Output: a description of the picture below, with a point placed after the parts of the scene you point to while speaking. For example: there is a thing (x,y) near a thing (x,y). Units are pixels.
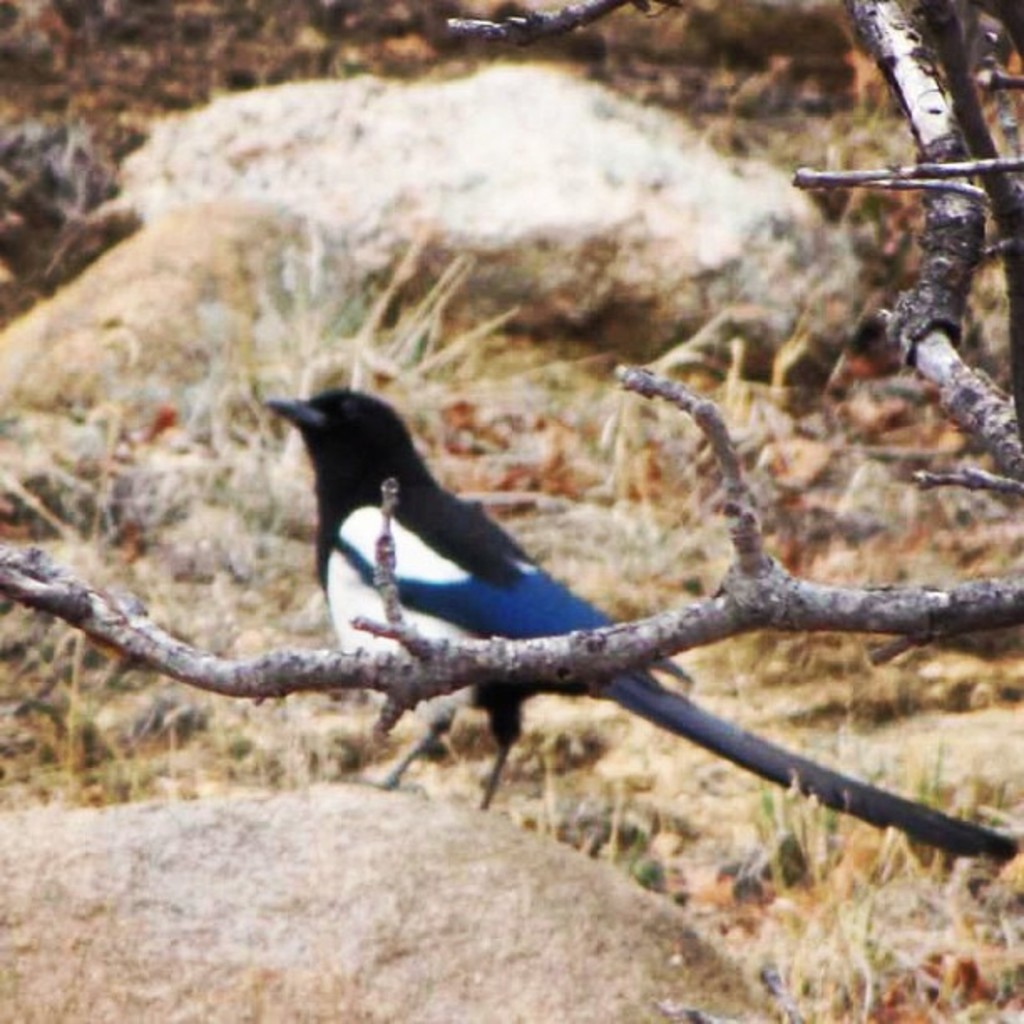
This picture shows a bird (346,573) on the rock (337,855) and we see grass (349,386) and we see a tree branch (13,588). The bird (421,545) is white black and blue in color.
